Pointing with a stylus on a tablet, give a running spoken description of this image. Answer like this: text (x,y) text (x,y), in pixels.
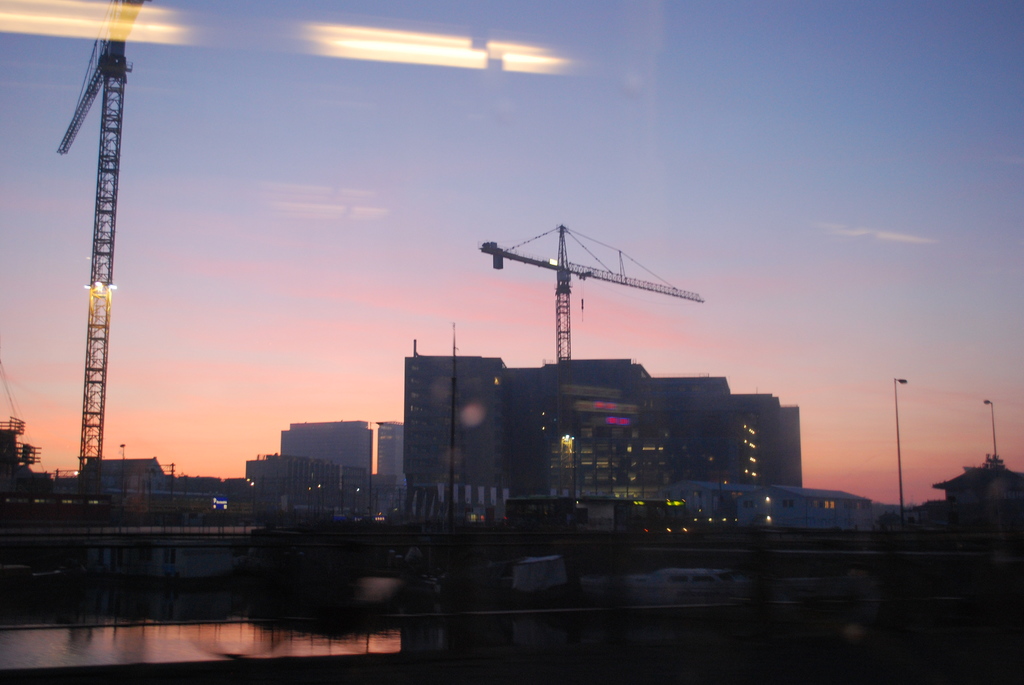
Behind the road (224,530) there are few buildings (268,483), some of them are under construction beside the building (766,436) there are very huge cranes (555,295) and in the background (392,273) there is a sky (698,320).
